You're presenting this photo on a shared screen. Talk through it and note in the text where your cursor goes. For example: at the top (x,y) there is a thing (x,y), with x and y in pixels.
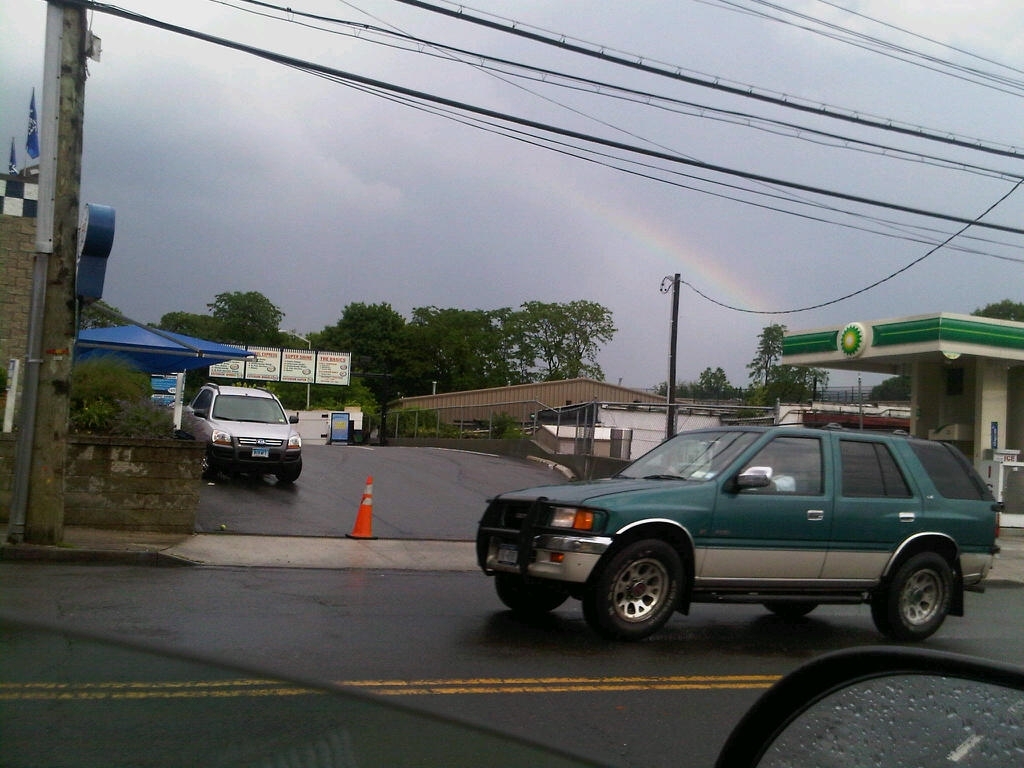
In this picture we can see a side mirror (910,718), glass (234,724), traffic cone (371,527), vehicles (294,478) on the road (312,496), plants (400,423), fence (460,420), poles (59,319), wires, sheds (528,400), boards (333,361), trees (529,360), flags (33,135), some objects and in the background (471,219) we can see the sky (471,219).
